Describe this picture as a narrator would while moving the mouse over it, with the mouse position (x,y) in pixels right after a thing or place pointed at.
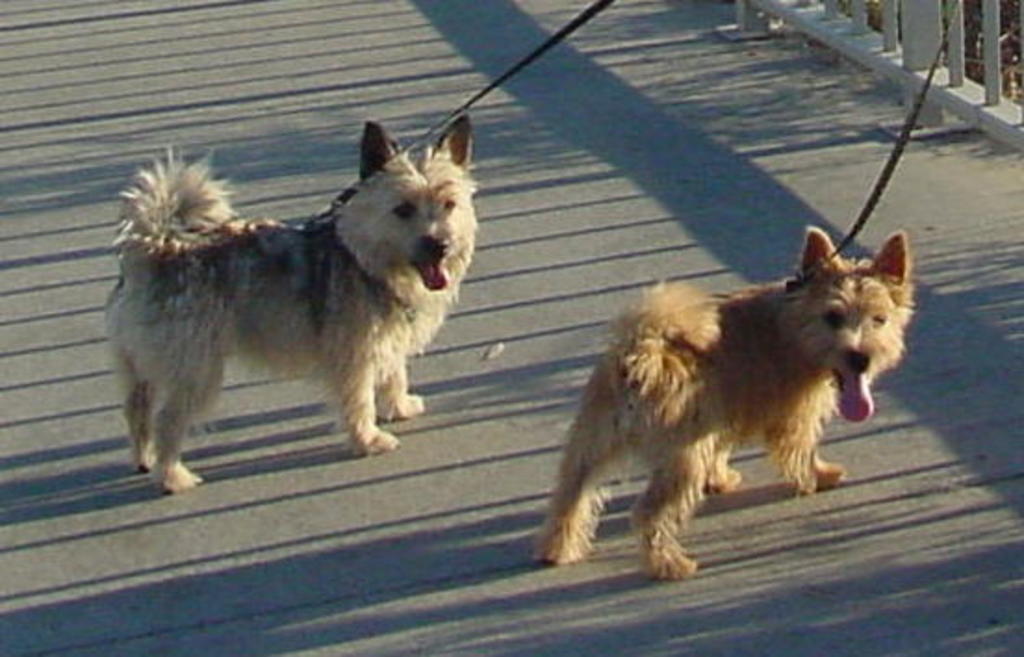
In the image in the center (370,226), we can see two dogs (363,405), which are in white and brown color. And we can see belts (538,54) around dog's neck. In the background (954,27) there is a fence (919,19).
